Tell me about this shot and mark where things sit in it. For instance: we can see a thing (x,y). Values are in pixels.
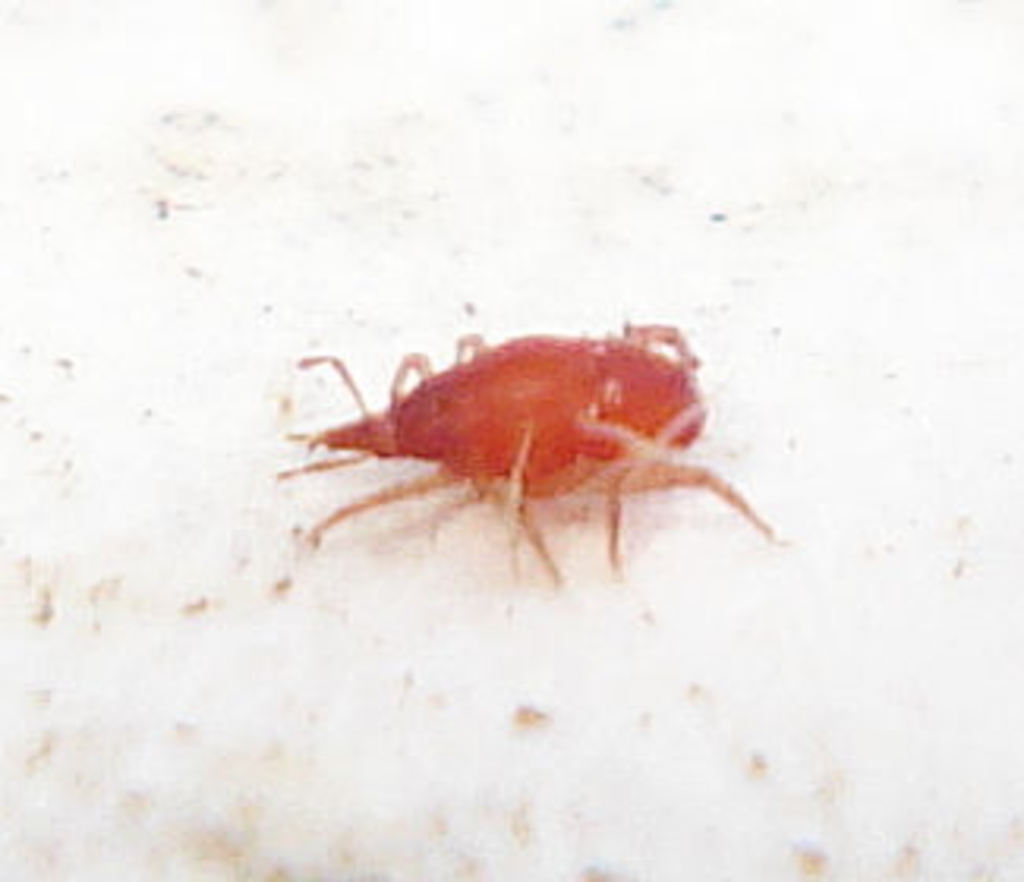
In the picture there is a red color insect (496,474) crawling on a white surface (411,101).
